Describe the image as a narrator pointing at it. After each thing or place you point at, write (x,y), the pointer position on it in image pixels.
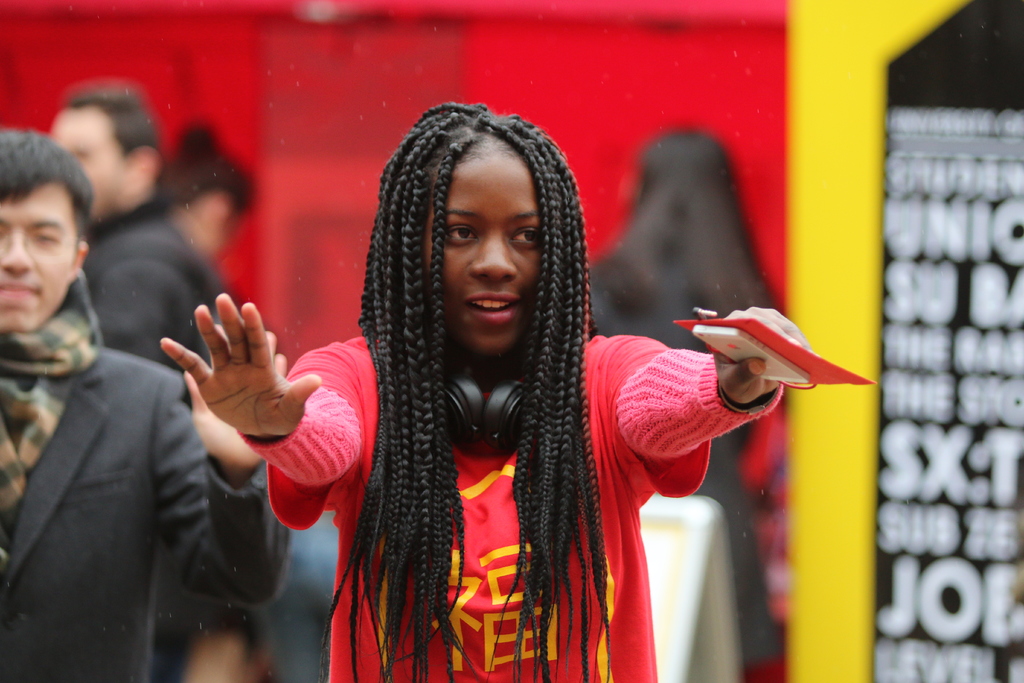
In this image there are a few people (547,388) standing, one of them is holding a mobile (727,342) and a paper (743,327) in her hand (750,366), there is an object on the surface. In the background (464,20) there is a wall (780,20) and a banner (924,411) with some text (901,627).
